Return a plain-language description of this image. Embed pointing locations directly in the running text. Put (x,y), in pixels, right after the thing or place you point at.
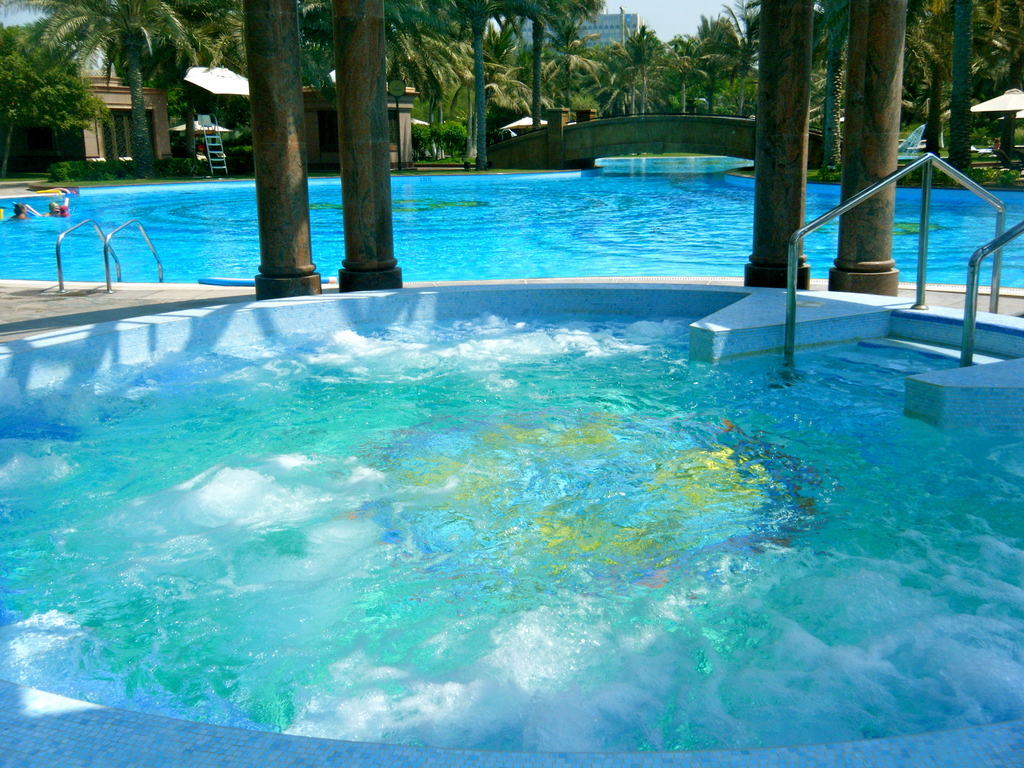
In this image there is the sky (691,18), there is a building (606,18), there is a pole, there is a board (401,93), there are trees (544,62), there is a swimming pool (571,251), there are persons (46,213) in the swimming pool (173,267), there are pillars (264,73) truncated, there are trees (54,86) truncated towards the left of the image (43,76), there is an object (1002,98) truncated towards the right of the image (971,346), there are trees (974,28) truncated towards the right of the image (962,34), there is a staircase (995,329).
